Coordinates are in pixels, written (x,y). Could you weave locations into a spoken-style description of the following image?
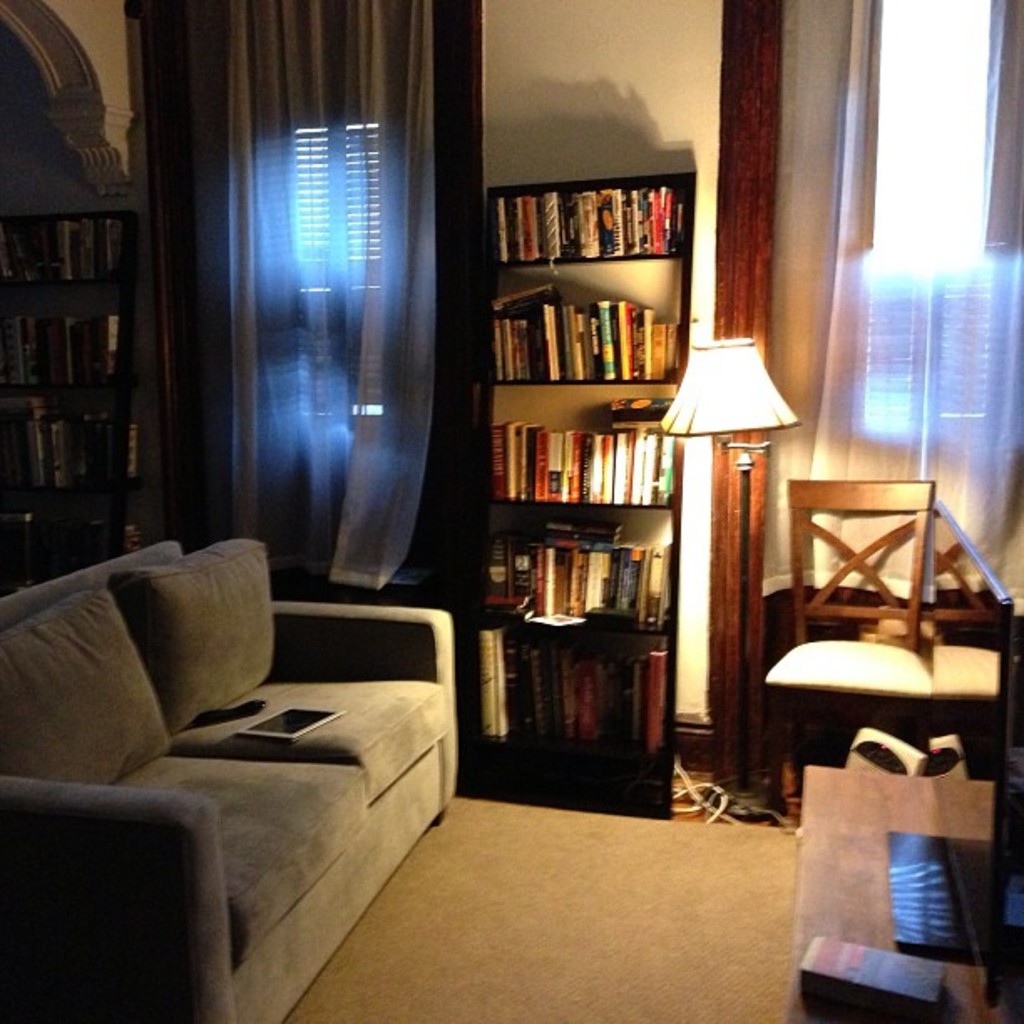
in picture we can see a living room (537,778) in which a sofa (388,764) is present in it, we can also a tablet (315,714) present on the sofa (424,801), we can also see a chair (845,650) and curtain (949,451), we can also see a floor lamp (744,662), here we can also see a shelf (662,257) which is filled with books (654,589) which is attached to the wall (592,164), here we can see an arch (74,91).
